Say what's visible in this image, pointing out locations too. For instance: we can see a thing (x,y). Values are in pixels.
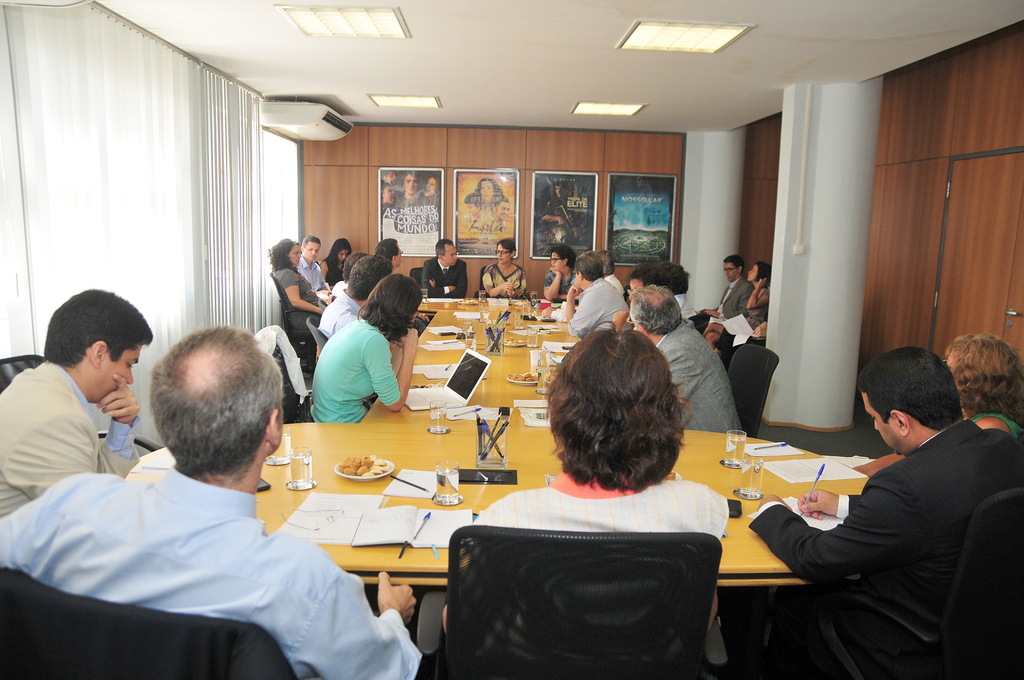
There are group of people (317,311) sitting on chairs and there is a table (488,399) in front of them which has papers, laptops (468,389), glass of water (450,491) on it and there are some pictures (497,206) attached to the wall (450,201) in the background (485,201).
